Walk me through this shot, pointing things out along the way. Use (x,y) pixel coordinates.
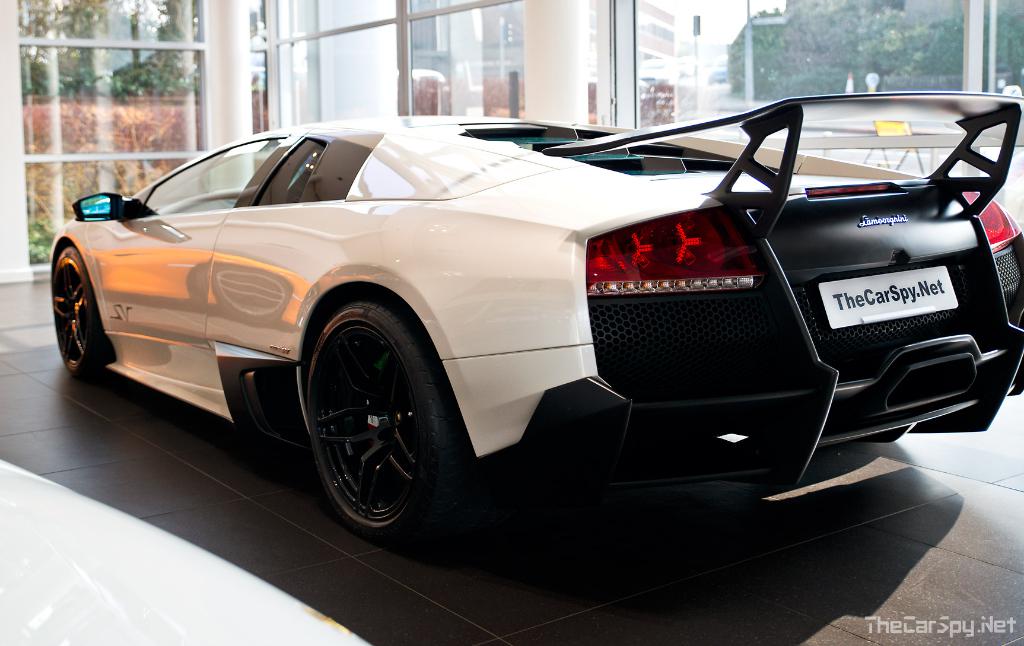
In this image I can see the car (291,277) and the car (291,277) is in white and black color. In the background (314,59) I can see few glass walls (325,59), trees (801,76) in green color, buildings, poles (747,40) and the sky (732,21) is in white color.
